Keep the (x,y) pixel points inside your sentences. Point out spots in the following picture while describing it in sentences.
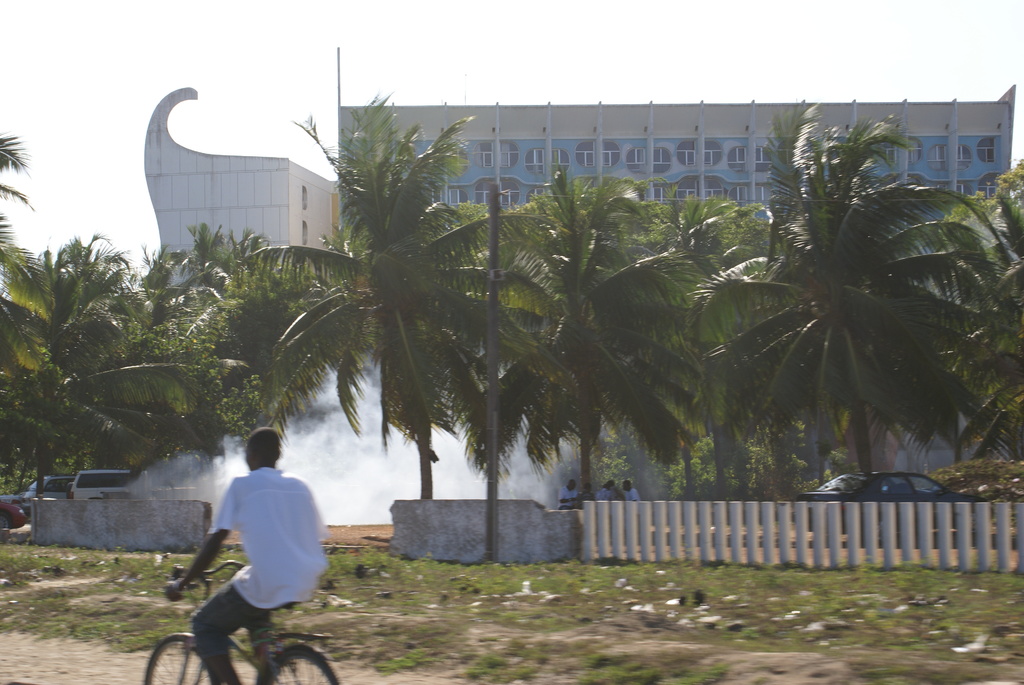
This picture was taken outside. In the middle (632,391) there were group of trees (52,335). To the right (863,488) there is a car (847,479) and a fence (983,521). To the left bottom (210,552) there is a person (275,447) in white shirt (246,553) and riding a bicycle (160,660). To the left corner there are group of cars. In the center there were some people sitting in a shade (576,463) of a tree (590,461). In the background (581,161) there is a building (585,106) and a sky (510,71).
